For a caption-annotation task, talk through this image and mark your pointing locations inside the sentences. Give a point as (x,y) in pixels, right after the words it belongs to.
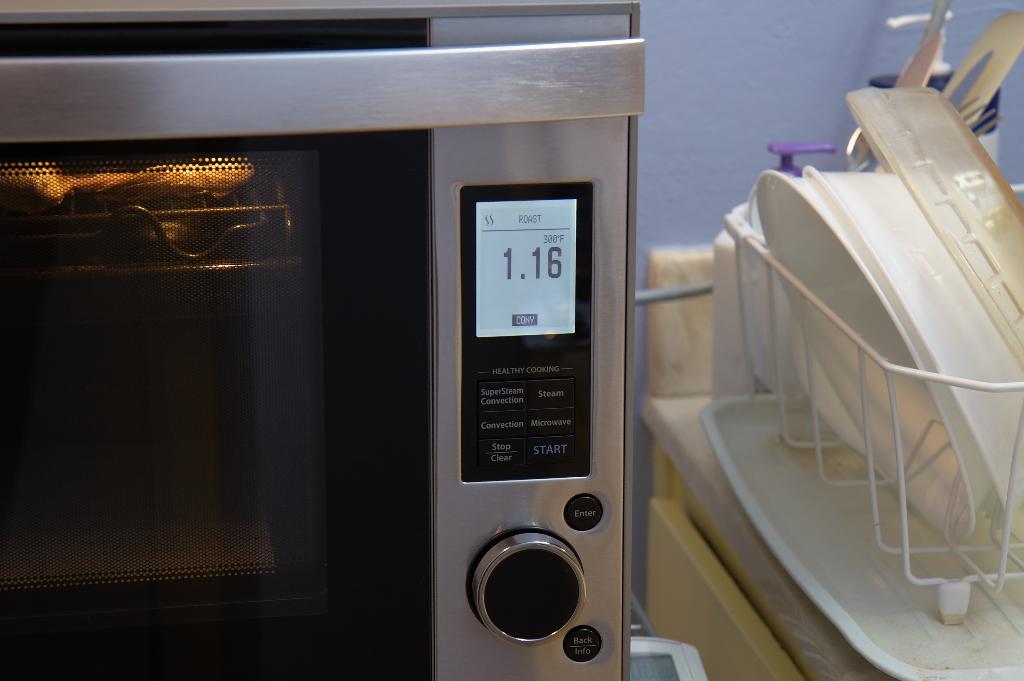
In this image I can see on the left side (130,240) it looks like an oven (450,467), on the right side (966,335) there are bowls (967,310) in an iron frame (902,477).
